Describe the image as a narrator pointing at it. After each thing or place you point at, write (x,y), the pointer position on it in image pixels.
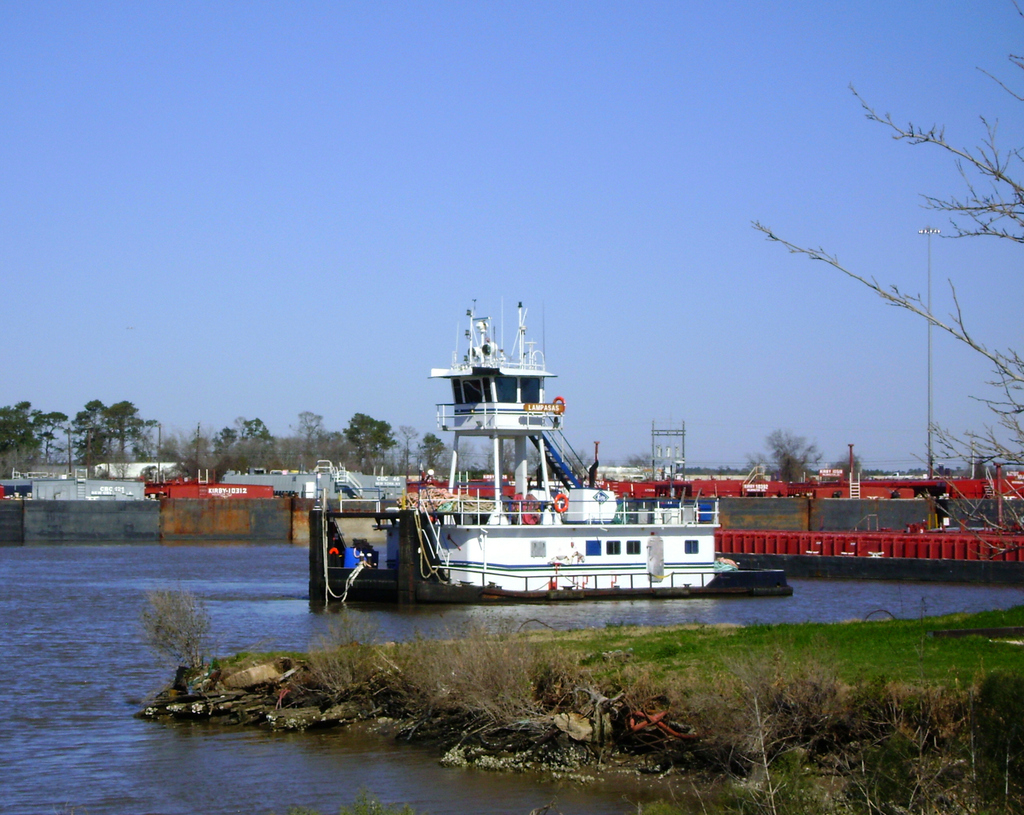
In the center of the image (439,539) there is a ship (509,586) on the water (63,755). On the right side of the image (917,646) we can see tree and grass (1014,657). In the background (733,454) we can see containers (827,518), trees (779,448), pole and sky (558,195).
